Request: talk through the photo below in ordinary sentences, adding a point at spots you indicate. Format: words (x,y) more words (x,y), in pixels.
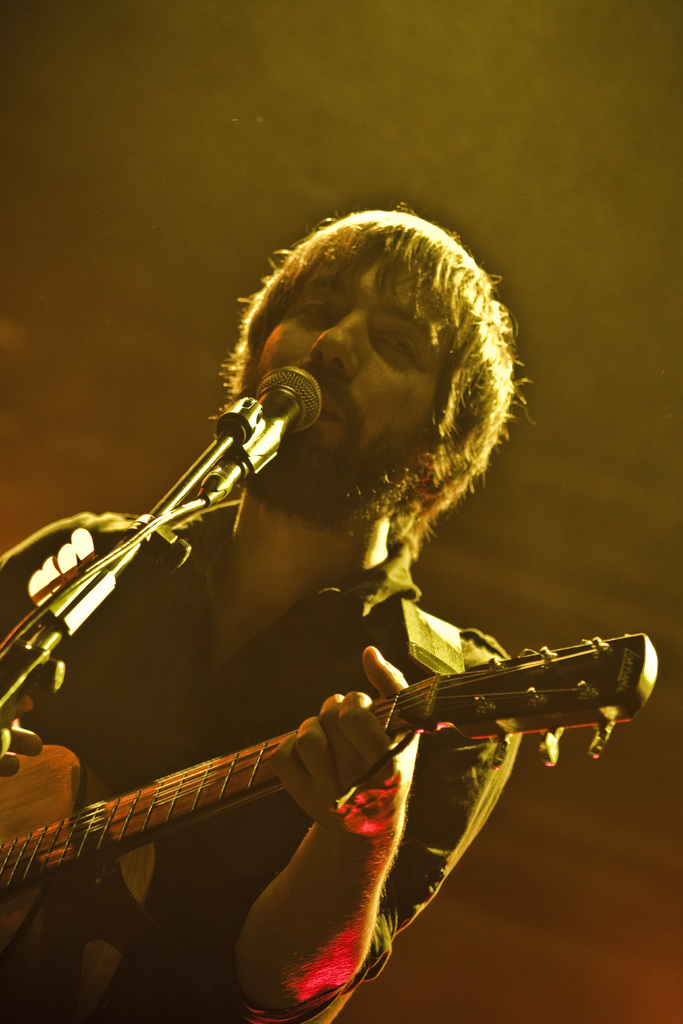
In this picture a man (346,388) is singing and playing guitar (15,793) in front of microphone (228,488).
